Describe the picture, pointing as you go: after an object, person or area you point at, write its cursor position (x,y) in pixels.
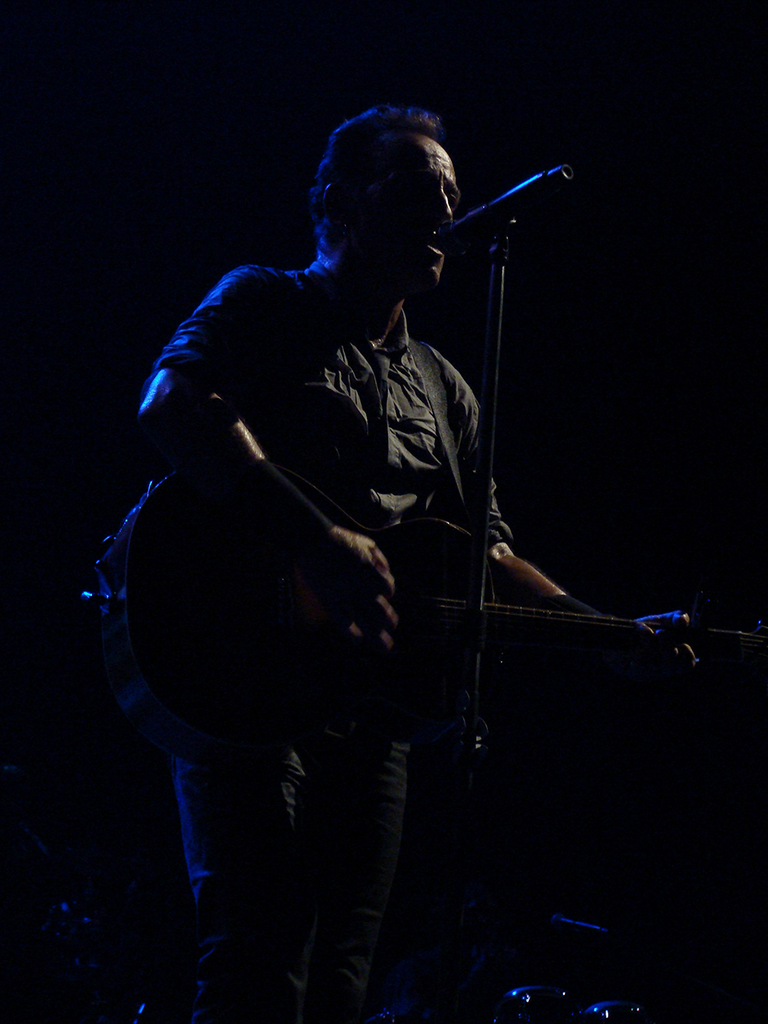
In this image there is a person (358,404) playing a guitar (406,541), in front of the person (413,344) there is a mic (482,234).
